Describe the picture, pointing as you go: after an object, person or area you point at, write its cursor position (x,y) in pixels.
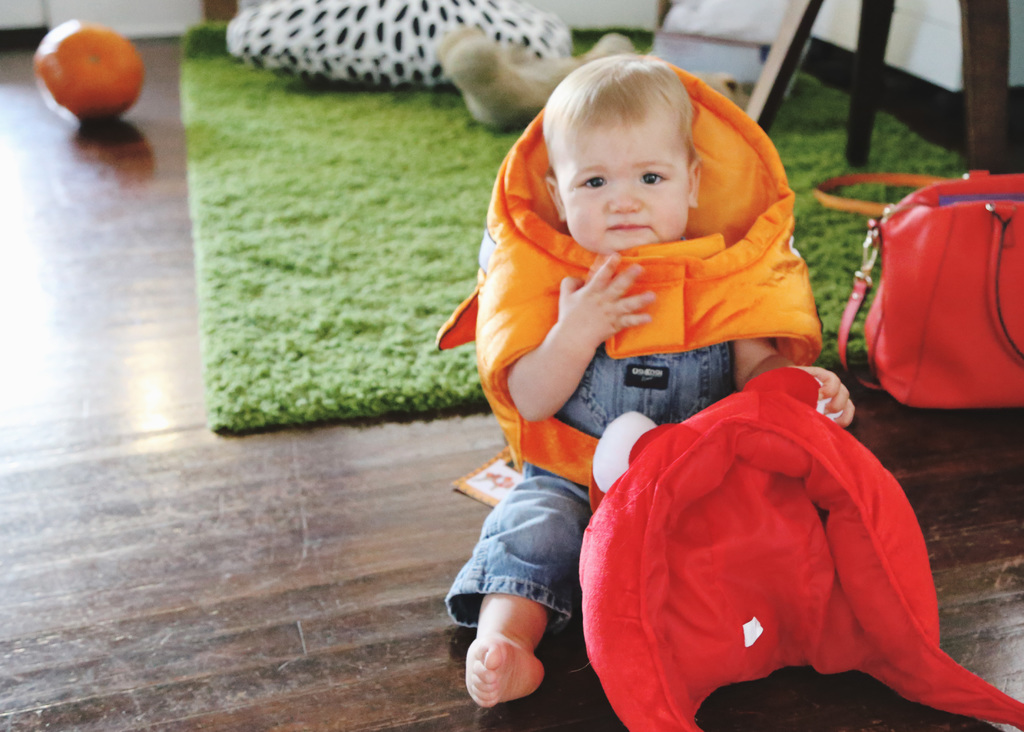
In the center (542,373) we can see the baby (593,382) sitting on floor (491,445), she is holding doll (601,470). On the right side (897,326) we can see handbag (907,319). Coming to back we can see carpet (376,221), pillow (397,54), chair (787,35), some fruit (101,55).
